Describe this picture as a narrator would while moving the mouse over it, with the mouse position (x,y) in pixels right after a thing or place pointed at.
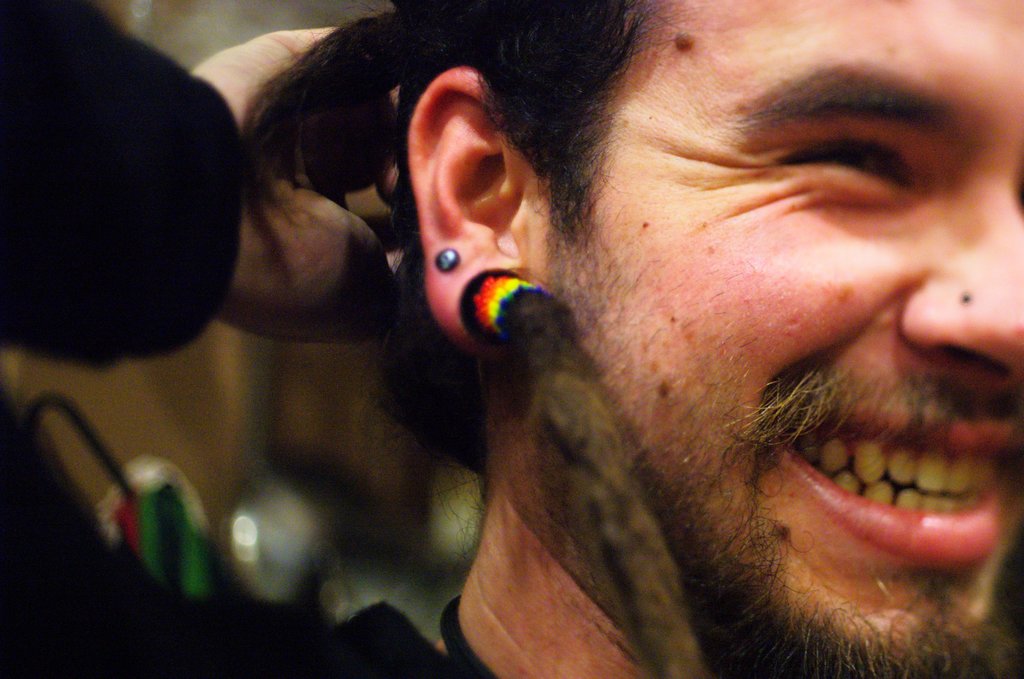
In this picture, we can see a person (714,240) and the blurred background.
